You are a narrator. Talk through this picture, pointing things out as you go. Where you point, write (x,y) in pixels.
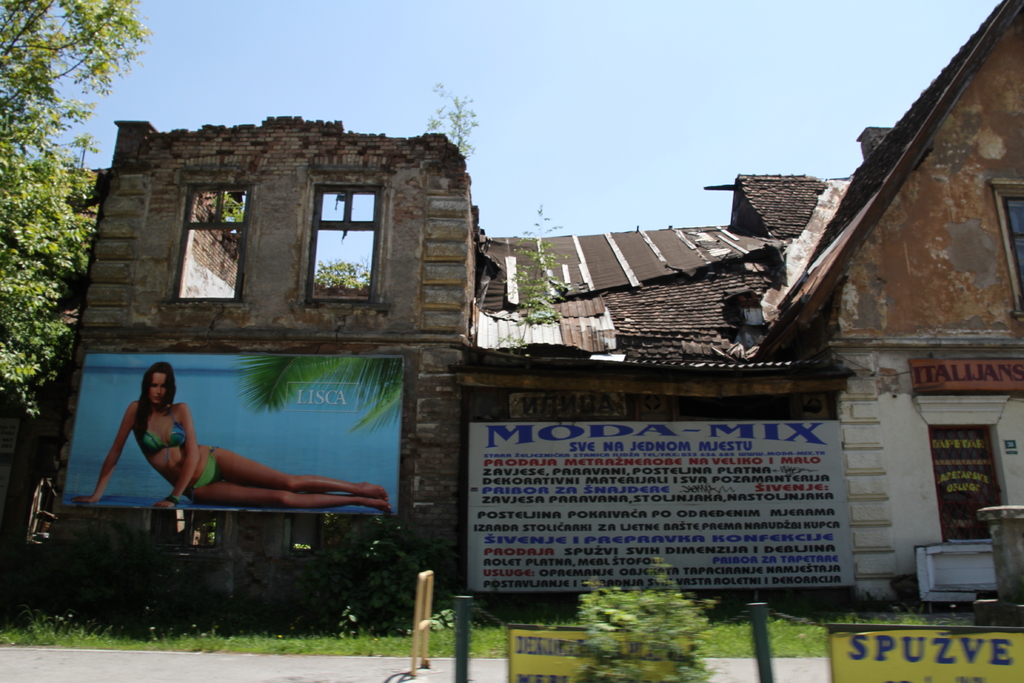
In the center of the image (424,303) we can see a building (545,352). On the building (225,334) there are advertisements (398,469). At the bottom (907,633) there is a road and boards (519,655). In the background (418,26) there is a tree (43,68) and sky (441,54).
